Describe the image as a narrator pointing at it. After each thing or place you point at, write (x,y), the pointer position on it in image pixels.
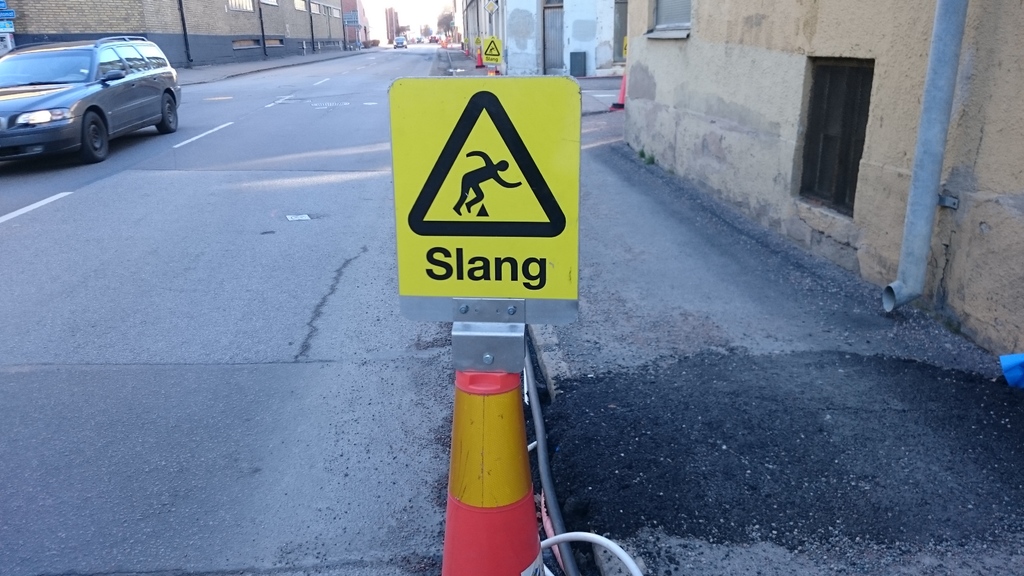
In front of the picture, we see a pole (522,509) and a board (525,197) in yellow color with some text (527,287) written on it. At the bottom (193,447), we see the road (207,389). On the left side (126,132), we see the car (126,132) moving on the road (271,479). On either side of the picture, we see the buildings (627,89). In the background (423,39), we see the trees (423,31), buildings (325,44) and a car (394,46) moving on the road (445,51). This picture is clicked in the city.
